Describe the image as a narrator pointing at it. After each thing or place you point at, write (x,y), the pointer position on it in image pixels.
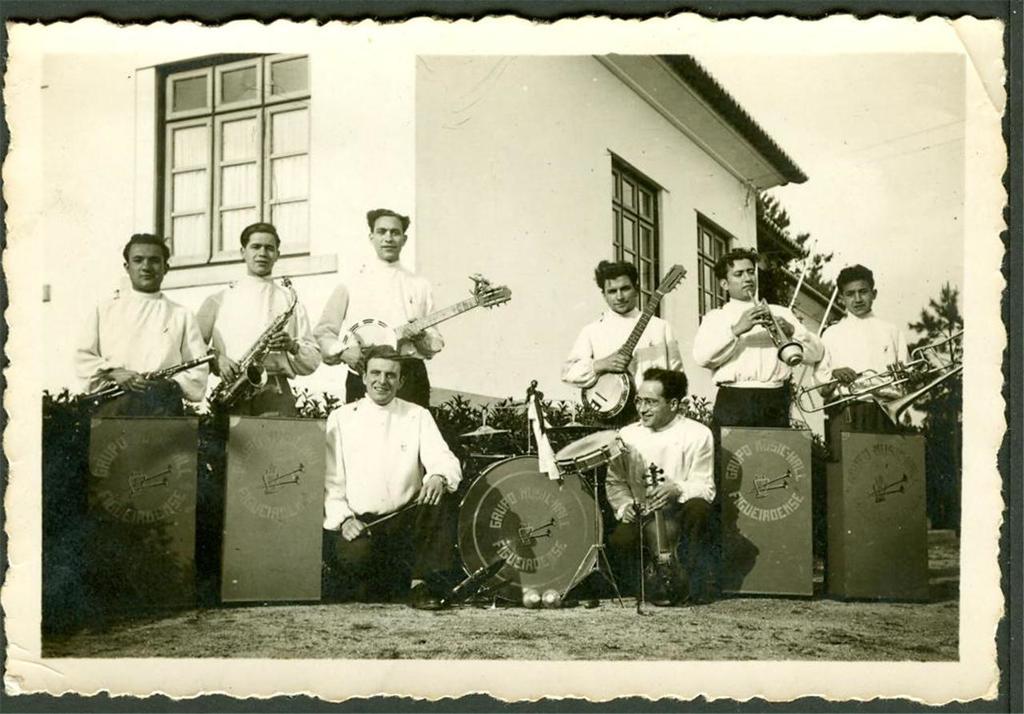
In this image I can see few people (665,336) standing and holding musical instrument (769,323). I can see a building (687,221), glass windows (644,237), boards (842,492) and trees (776,220). The image is in black and white.
